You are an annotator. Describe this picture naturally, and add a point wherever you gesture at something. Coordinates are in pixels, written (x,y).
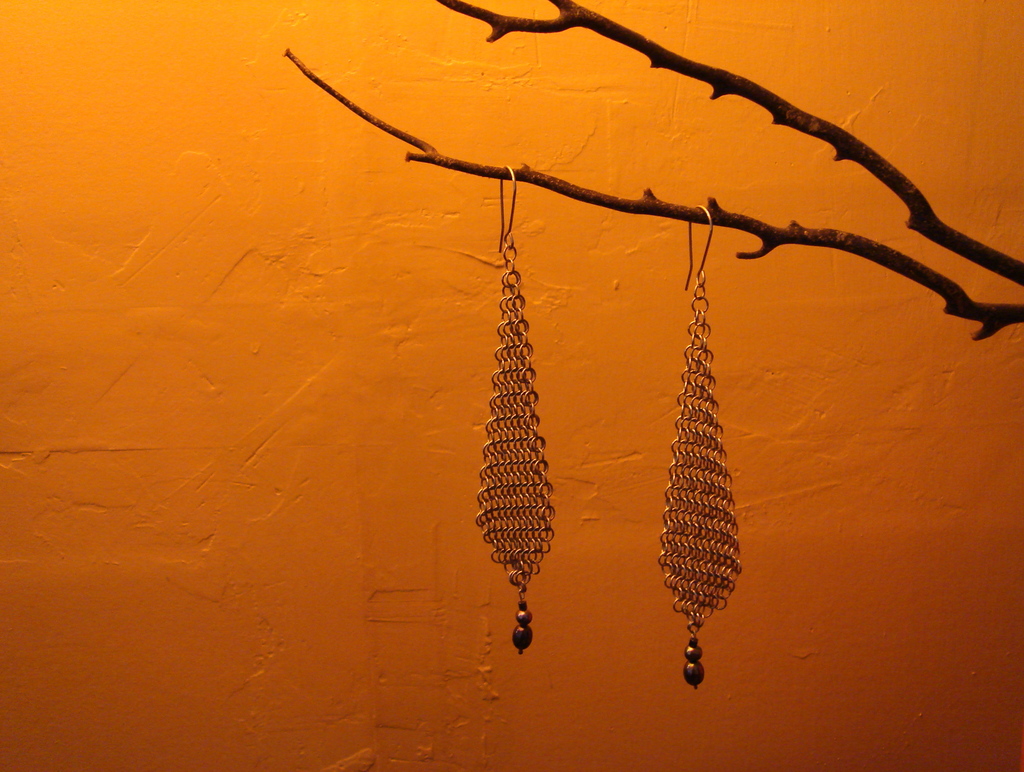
In this image we can see earrings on a tree branch (656,204). In the background of the image (314,454) there is wall (283,463).
